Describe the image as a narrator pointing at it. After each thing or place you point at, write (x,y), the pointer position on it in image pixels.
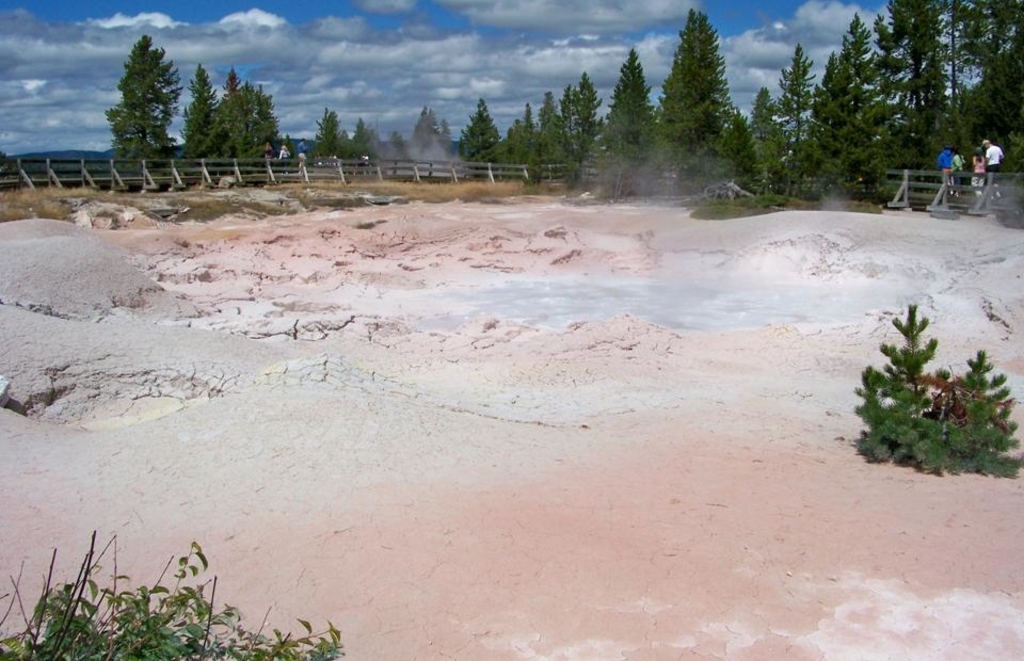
In this image we can see trees (625,121), here is the fencing (988,178), there are the group of people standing on the ground (968,227), here are small plants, at above the sky (471,88) is cloudy.
